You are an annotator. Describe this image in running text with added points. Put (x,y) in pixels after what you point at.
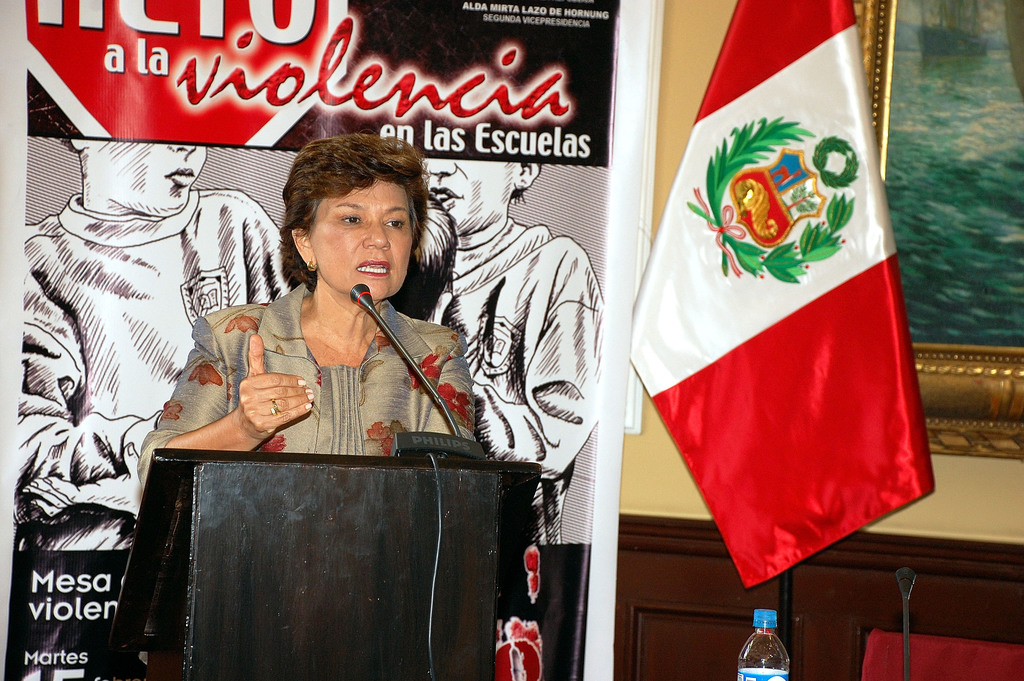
In this image there is a woman (254,377) standing near the podium (357,507) and speaking in the mic (354,292). In the background (285,104) there is a banner (122,86). On the right side (743,175) there is a flag (740,218). There is a photo frame (981,373) attached to the wall (986,475). At the bottom (776,639) there is a table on which there is a bottle (762,658). Beside the bottle (758,639) there is a mic (909,607).
